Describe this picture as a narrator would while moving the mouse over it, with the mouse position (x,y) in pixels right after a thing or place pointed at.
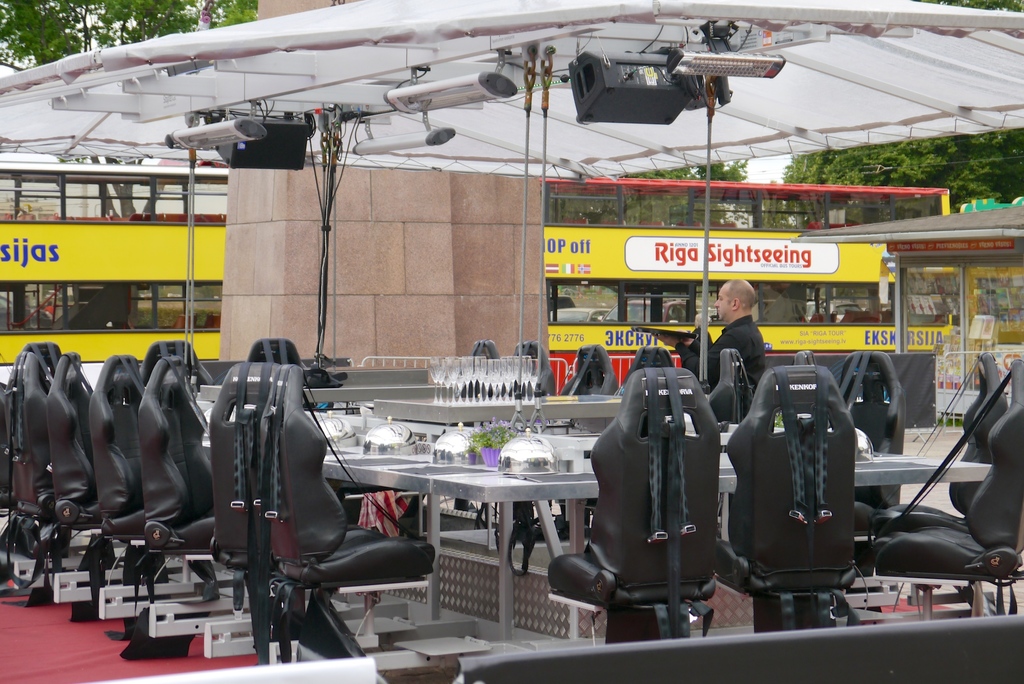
In this picture we can see a man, chairs (96,586), carpet (85,633) on the floor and glasses (524,389), dishes (443,435), plant (500,435) on tables (392,377), lights (237,137), tent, vehicle (673,274), trees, wall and some objects (365,681).
